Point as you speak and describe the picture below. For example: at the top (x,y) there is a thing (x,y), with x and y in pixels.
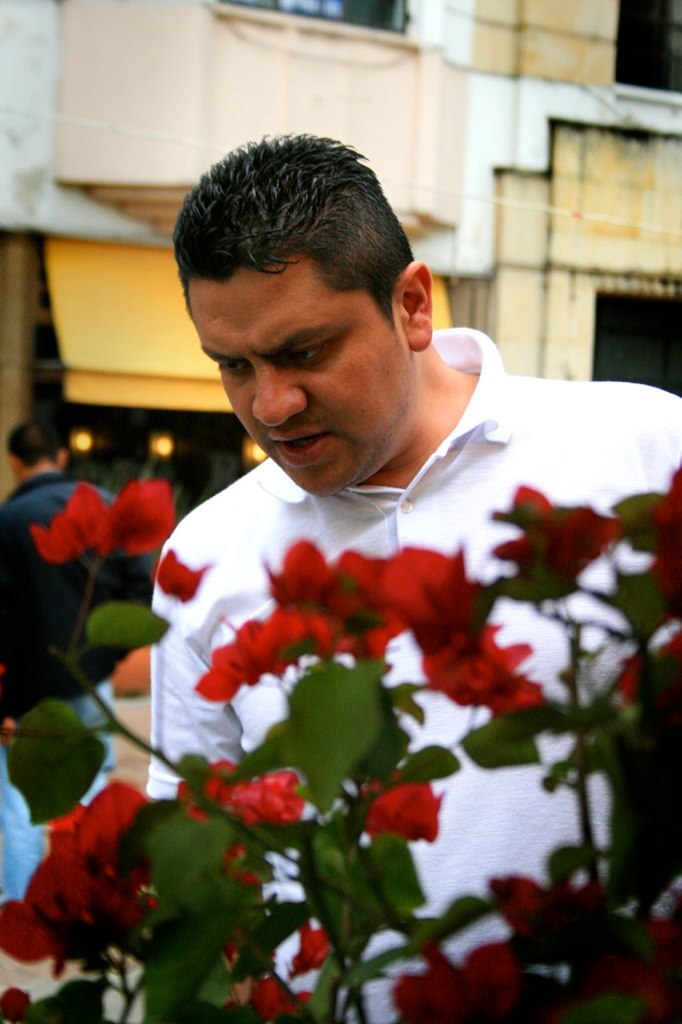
In this picture we can see there are two people (188,517) standing and in front of the man (292,473) there are flowers (91,513) to the plant (451,639). Behind the people (101,568) there is a building (170,146) and lights (155,440).
